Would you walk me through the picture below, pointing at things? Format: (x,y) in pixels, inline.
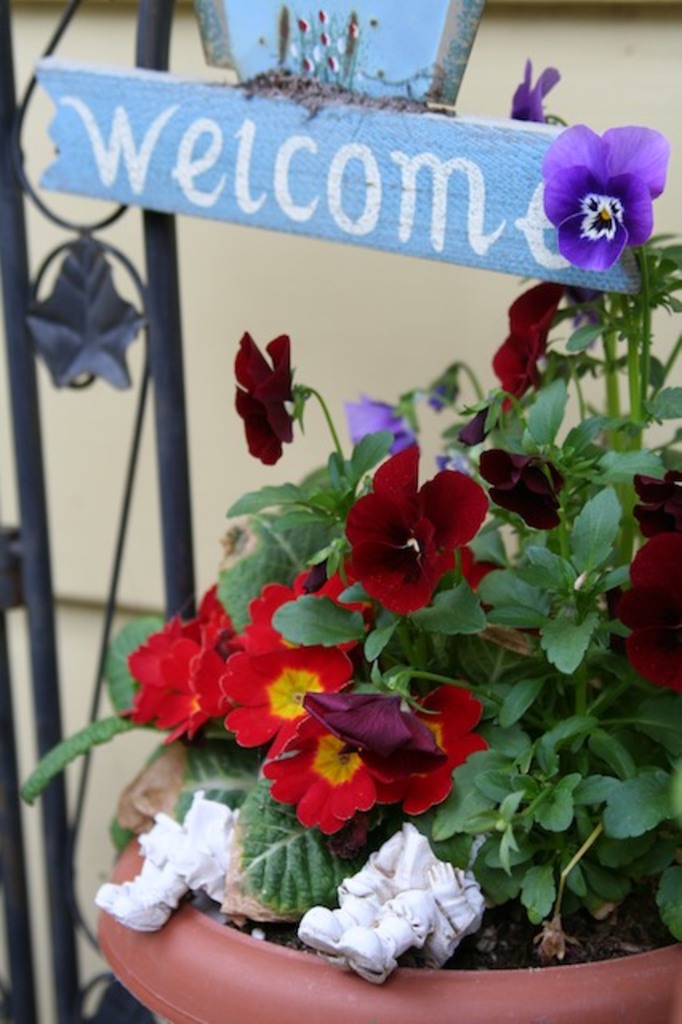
In this image there is a metal object (24,190) on the left corner (16,314). There is a potted (417,524) with flowers (436,693) and green colored leaves (491,660) on the right corner (557,600). There is a wooden board (561,264) with text (561,264) at the top (527,183).
